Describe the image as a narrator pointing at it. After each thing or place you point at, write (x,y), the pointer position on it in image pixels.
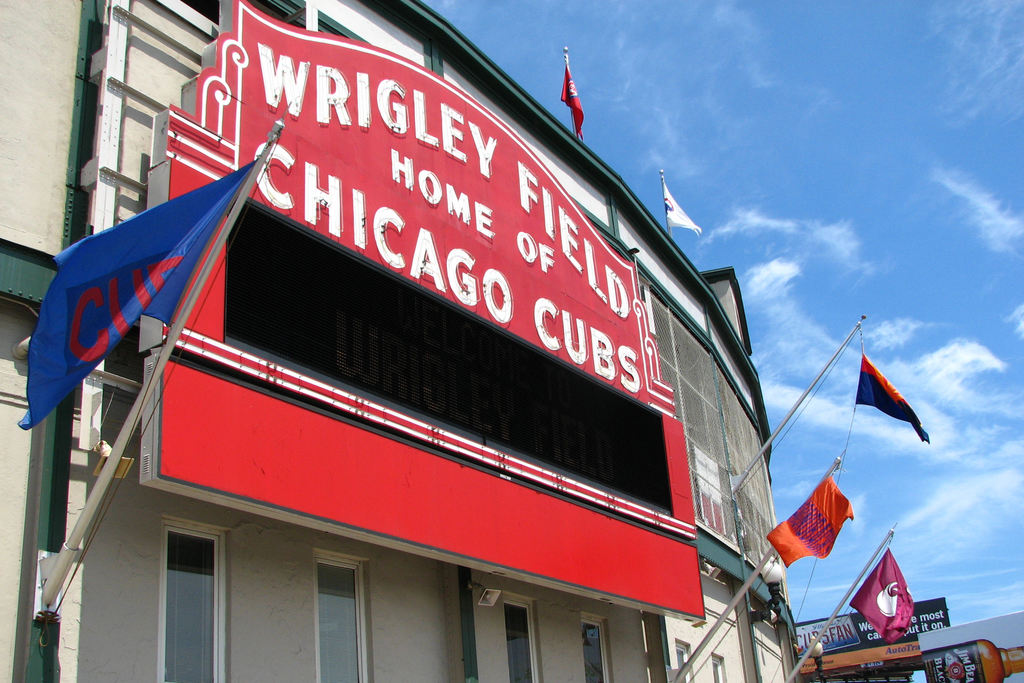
In this image I can see at the bottom (182,625) there are glass windows (176,609), in the middle (635,296) it looks like a board (466,338). There are flags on either side of this image, this is a building (728,583). In the right hand side (920,615) bottom there are hoardings (921,642), at the top (919,159) there is the sky (912,167).
